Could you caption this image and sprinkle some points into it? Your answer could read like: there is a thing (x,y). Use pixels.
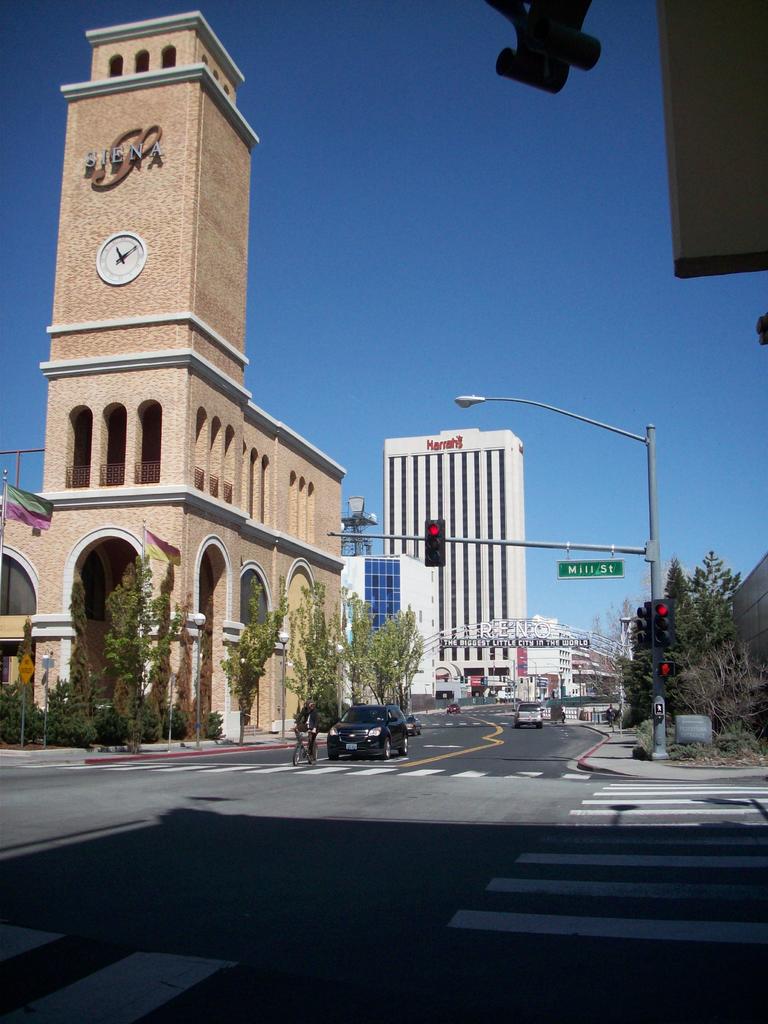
In this image we can see a few buildings (204,497) and trees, there are some vehicles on the road (619,1007), among those vehicles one person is riding a bicycle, we can see some poles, lights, flags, wall clock (102,268) and the wall (121,306).
